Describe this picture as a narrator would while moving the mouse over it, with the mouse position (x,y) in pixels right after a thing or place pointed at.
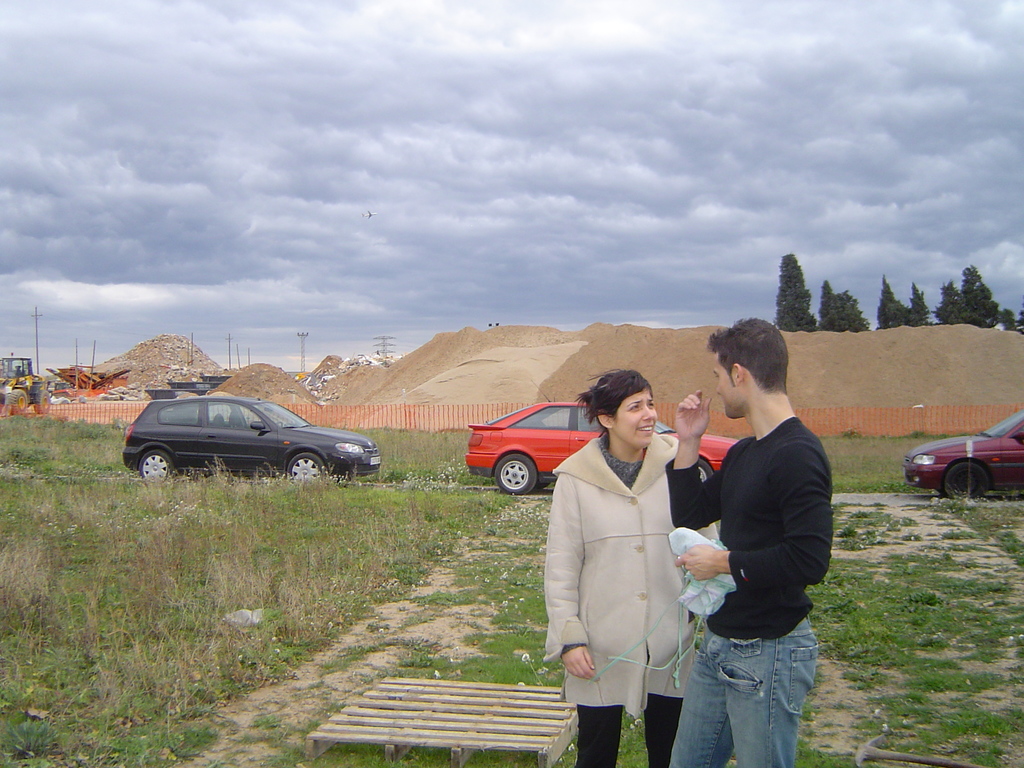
There is a man (757,484) and a woman (584,514) standing on the ground (995,763). This is grass (204,669) and there are cars (970,477). In the background (412,353) we can see poles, trees (852,328), sand (925,396), fence (1017,410), vehicle (17,388), and sky (57,362) with clouds (621,169).
